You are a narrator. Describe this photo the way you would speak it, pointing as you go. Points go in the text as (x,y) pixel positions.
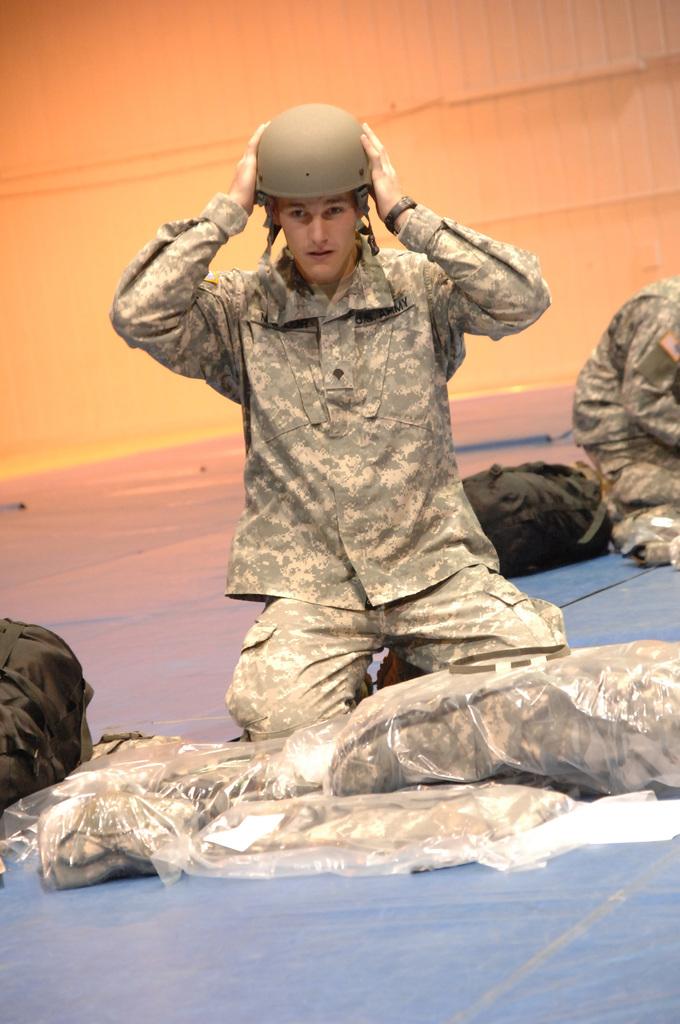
In the center of the image (350,450) there is a person (332,229) wearing a helmet (315,136). In front of him there are some objects (235,754) in cover (199,750). To the left side of the image (35,766) there is a black color bag (43,757). In the background of the image (2,124) there is a wall (67,184). To the right side of the image (633,345) there is another person (602,464) and there is a black color bag (533,517). At the bottom of the image (445,938) there is a blue color surface (302,941).
